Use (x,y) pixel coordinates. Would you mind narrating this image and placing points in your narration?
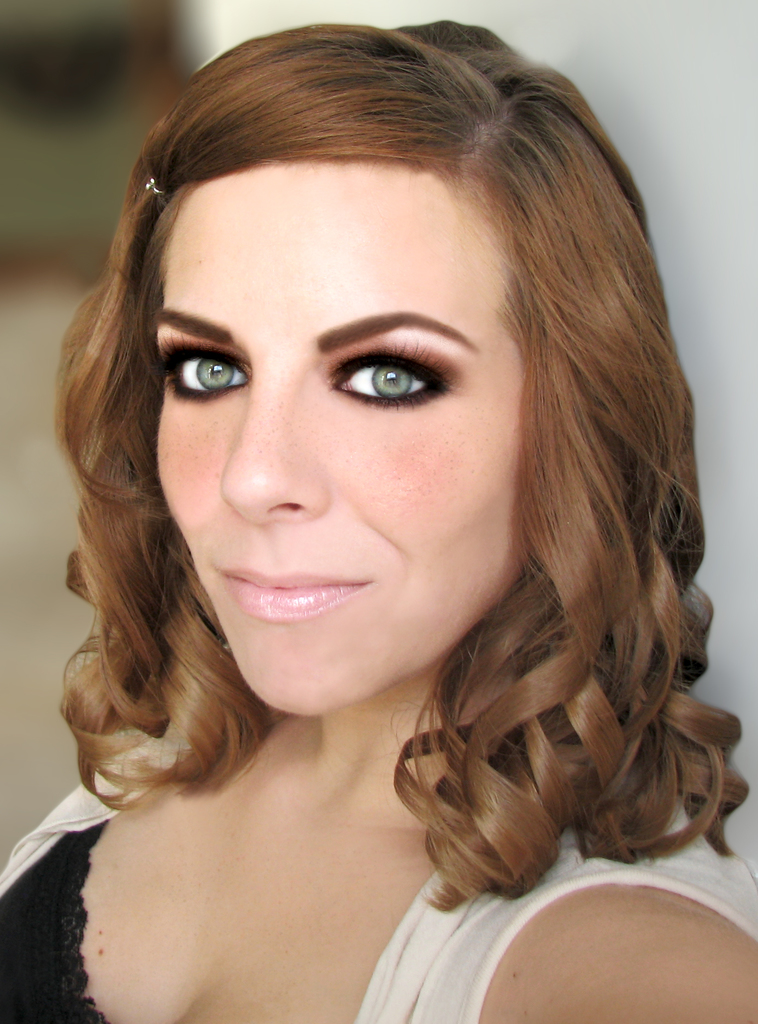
There is a woman (636,438) in white color jacket (433,928), smiling. In the background (711,46), there is white wall (566,15).
